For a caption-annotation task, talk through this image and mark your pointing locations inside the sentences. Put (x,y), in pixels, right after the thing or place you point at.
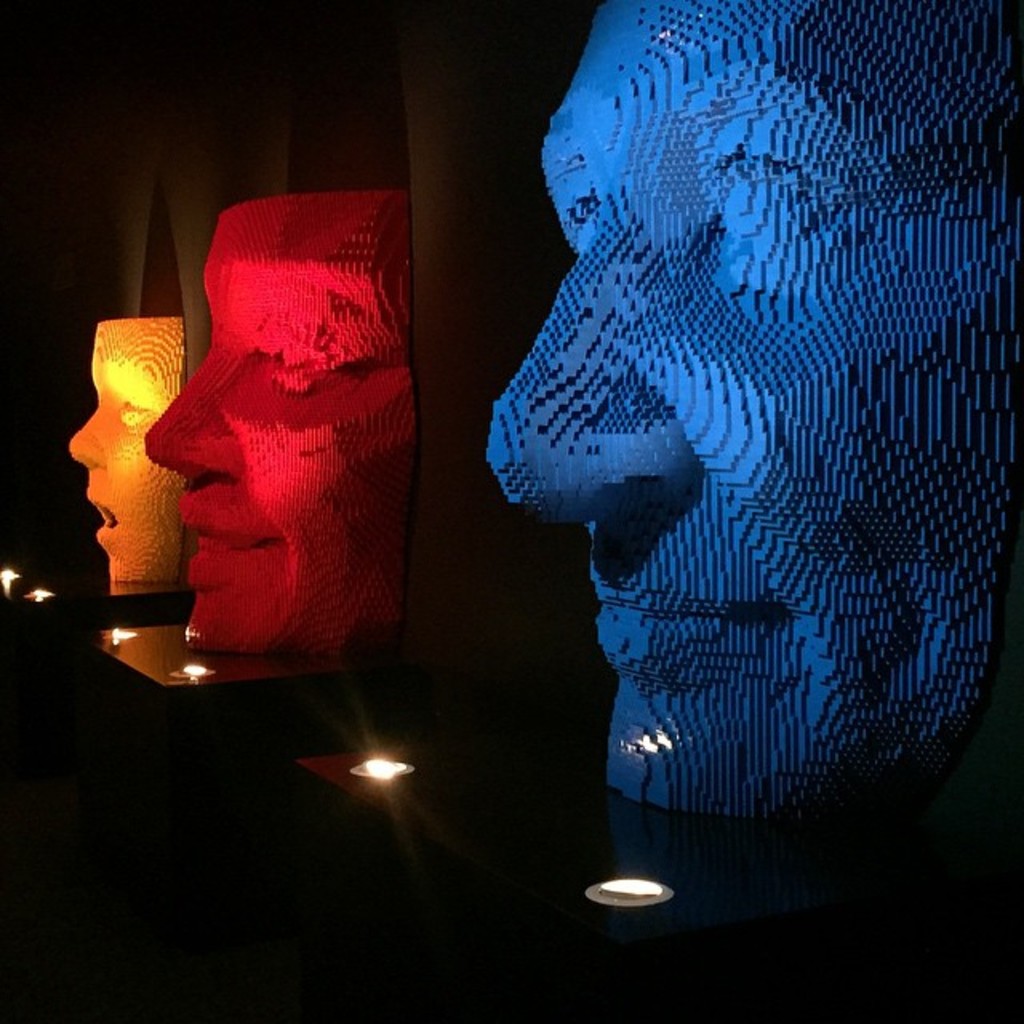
In the image there are colorful statues (190,455) of faces (256,442) with different expressions and there are two lights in front of each sculpture (169,563).
